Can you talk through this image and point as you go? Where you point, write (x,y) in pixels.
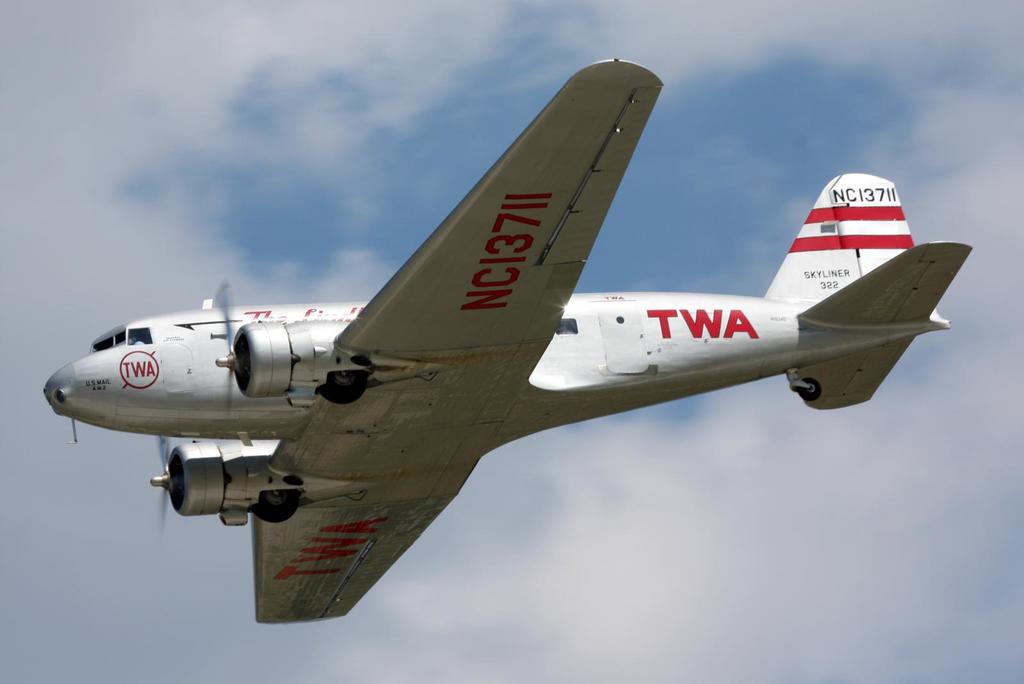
In this picture we can observe an airplane (505,385) flying in the air (124,454) which is in silver color. We can observe red color text (719,319) on the airplane (538,372). In the background (187,128) there is a sky (264,170) with some clouds (206,106).
